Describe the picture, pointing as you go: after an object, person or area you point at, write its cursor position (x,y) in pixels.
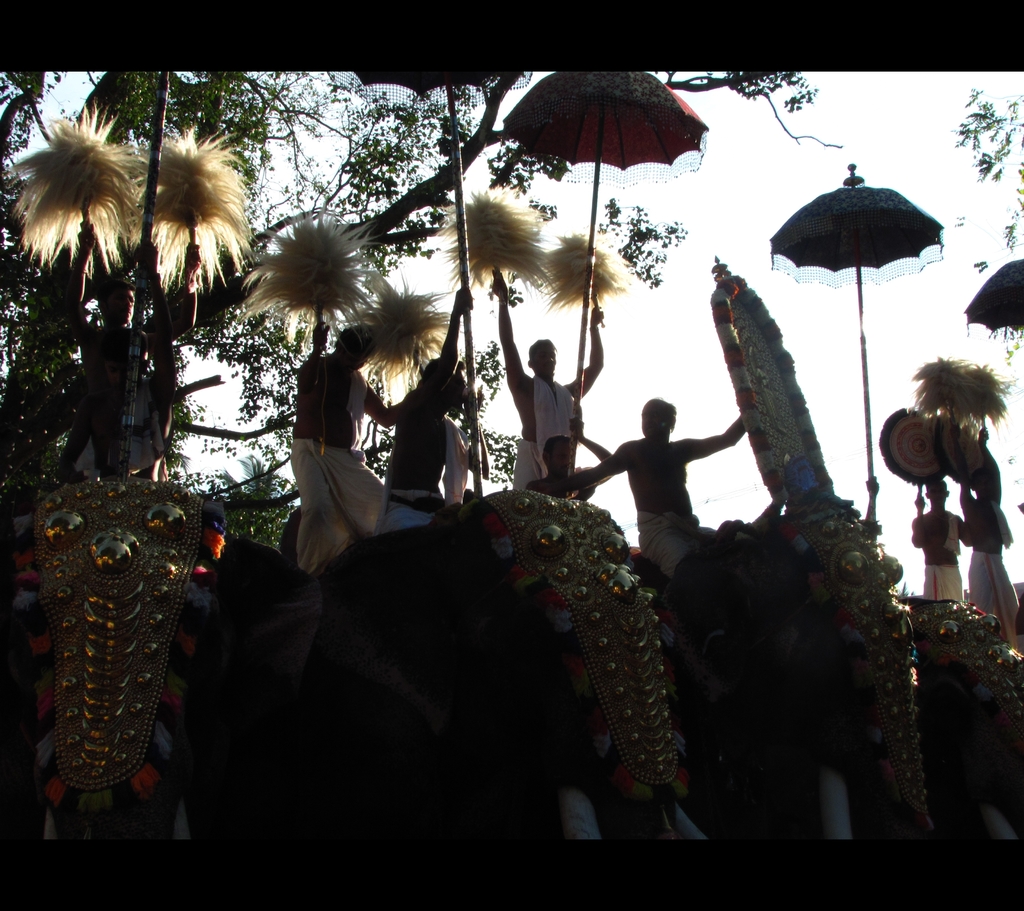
This is the picture of a place where we have some elephants (426,604) on which there are some people (667,499) holding some things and umbrellas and around there are some trees (59,387) and plants (68,375).
